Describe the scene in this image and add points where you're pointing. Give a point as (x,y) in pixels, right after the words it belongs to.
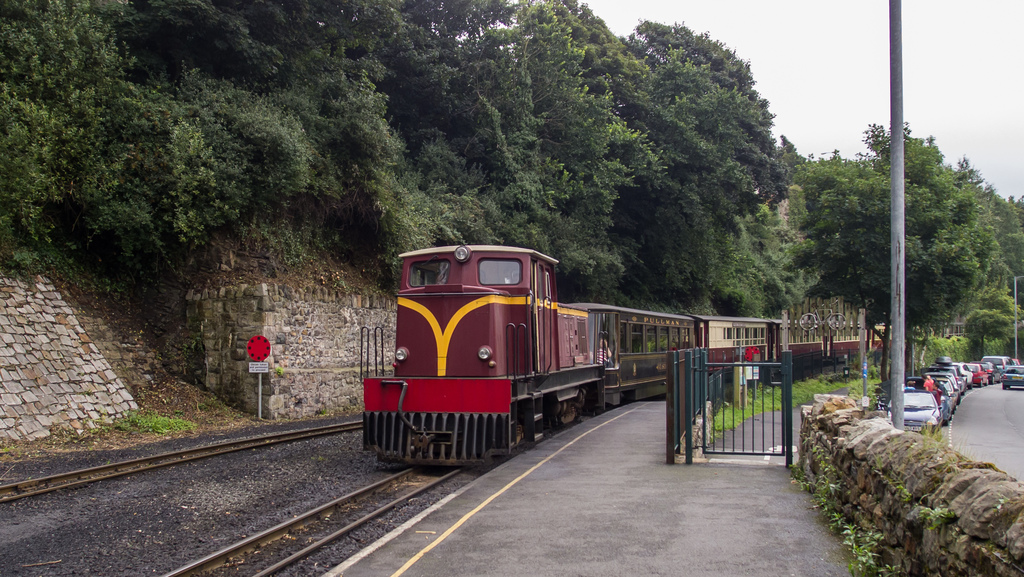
A train (518,391) is on the track (326,514), here there are trees (389,158), here there are vehicles (982,361) on the road (973,420), here there is a pole (903,321).
